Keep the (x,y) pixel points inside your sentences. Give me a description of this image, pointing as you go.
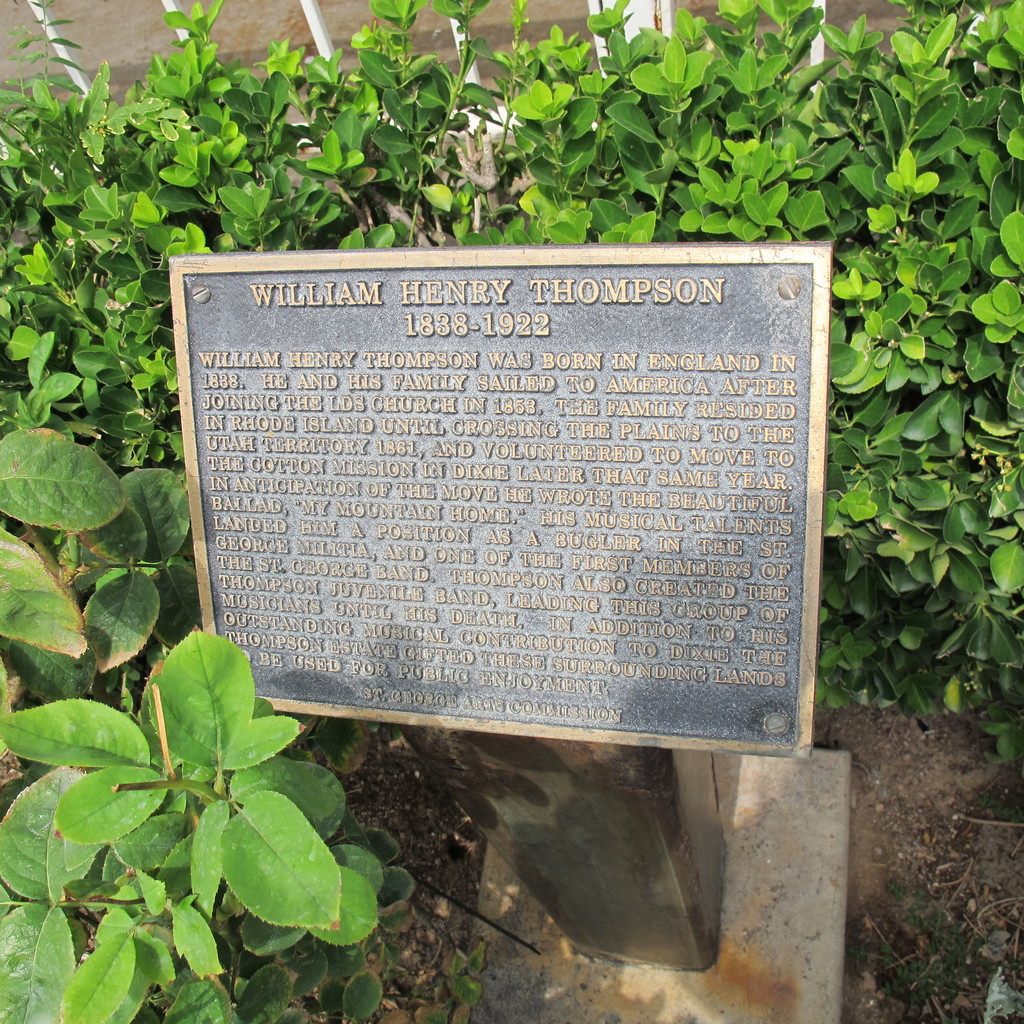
In this picture, we see a commemorative plaque (556,577) with some text (424,631) written on it. At the bottom (428,1012), we see the plants (454,962) and the stones (512,989). In the background (165,271), we see the plants (780,134) and the railing (597,51) in white color.
